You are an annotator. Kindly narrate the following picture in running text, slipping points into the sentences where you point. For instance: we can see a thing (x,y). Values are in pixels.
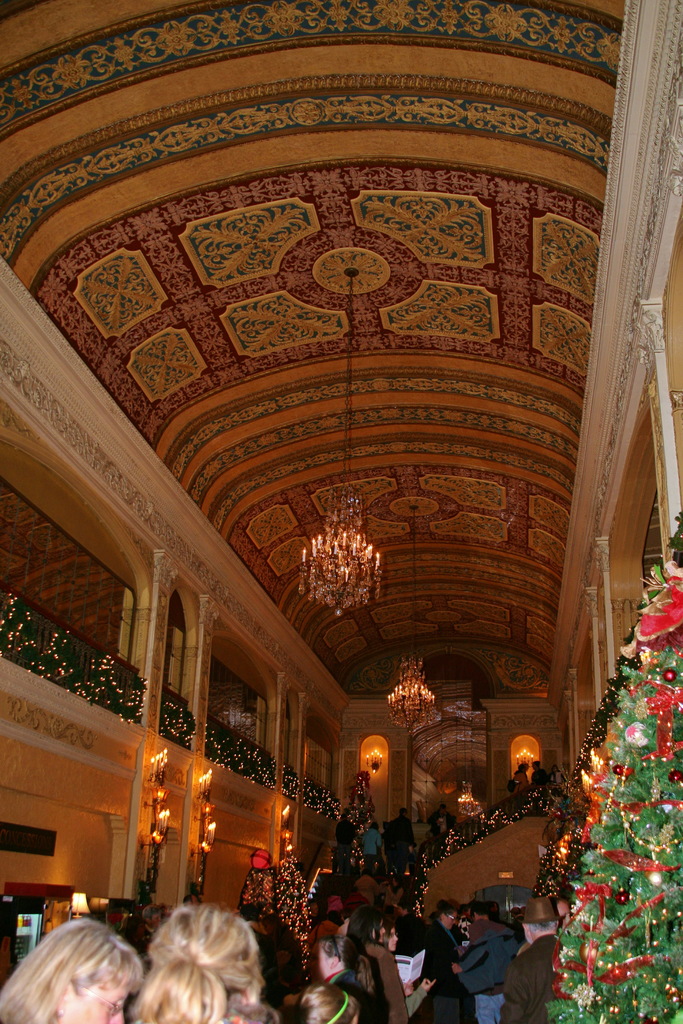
This is the picture of a place where we have some people (520,1017), plants (647,1004) which has some lights (9,617) and also we can see some lamps (316,594) to the roof (297,349).
